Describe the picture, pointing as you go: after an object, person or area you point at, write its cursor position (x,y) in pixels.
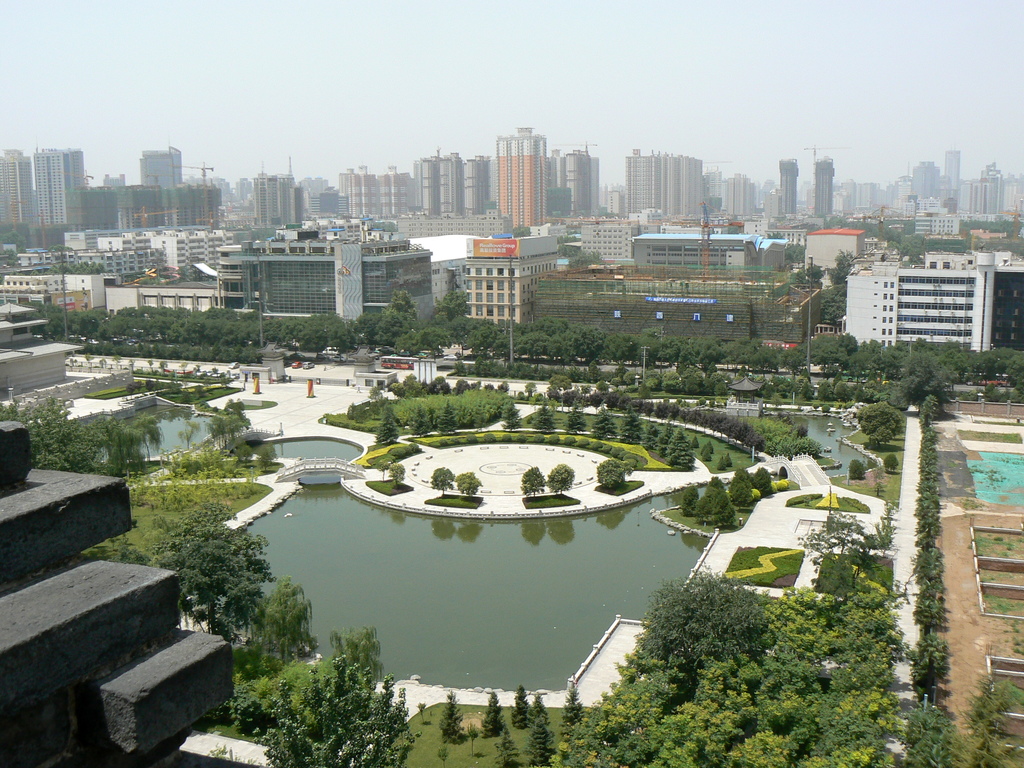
In this image there is water (479,607) surrounded by the floor (428,508) having few trees (477,484) and plants (354,416) on the grass land (641,438). There are few buildings (492,290). Top of image (394,93) is sky (421,44). There are few vehicles (303,364) on the road (323,368). On grassland (431,750) there are few trees (746,695).
